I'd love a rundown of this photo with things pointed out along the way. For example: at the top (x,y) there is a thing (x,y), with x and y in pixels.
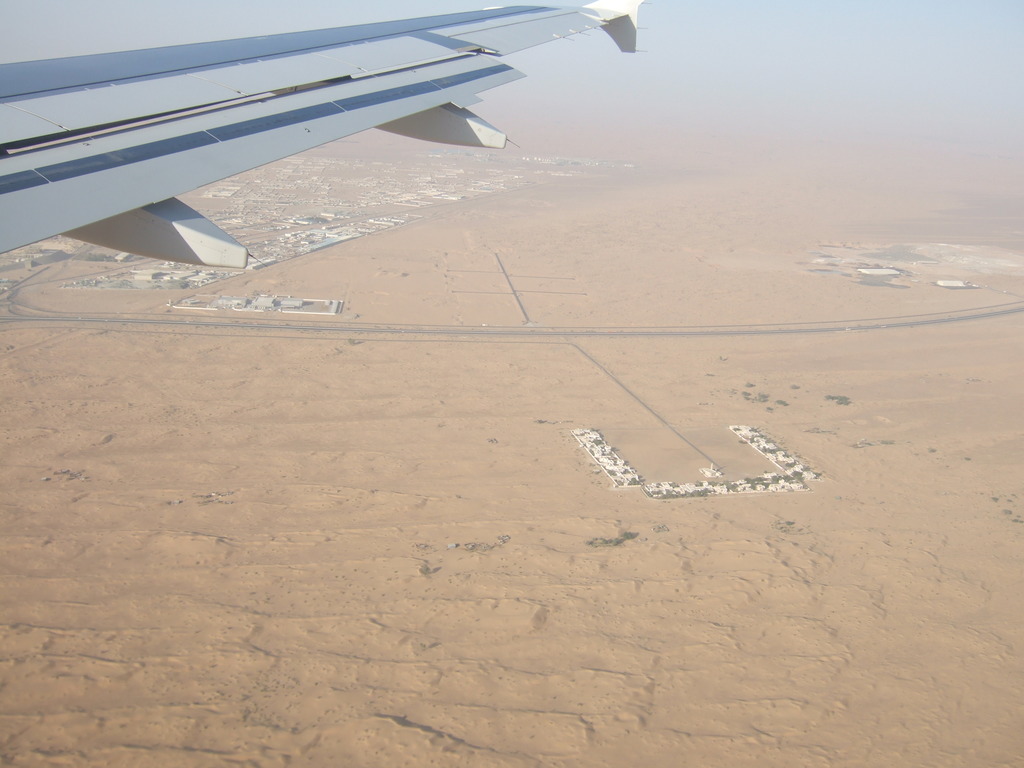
It looks like the picture is captured through a plane (116,167) and under the sky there is an empty land (457,410) and it looks like there are few trees (754,485) and houses (272,232).
